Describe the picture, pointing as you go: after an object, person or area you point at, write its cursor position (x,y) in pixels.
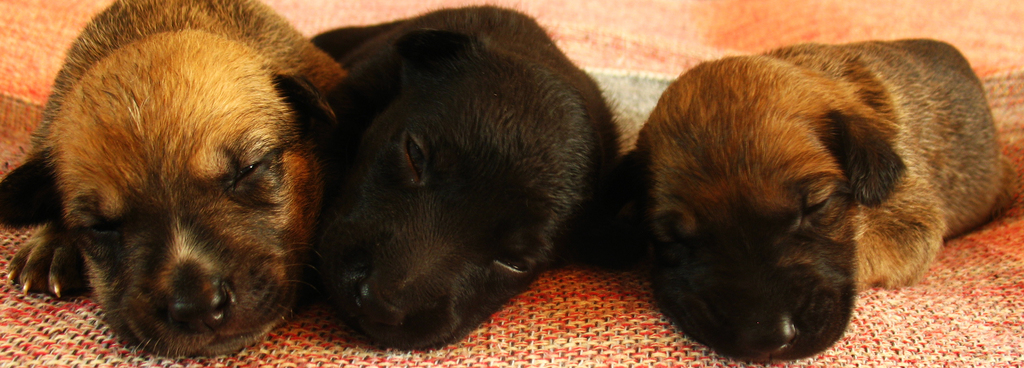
In this image I can see two brown (705,123) and one black colour puppy (452,139).
